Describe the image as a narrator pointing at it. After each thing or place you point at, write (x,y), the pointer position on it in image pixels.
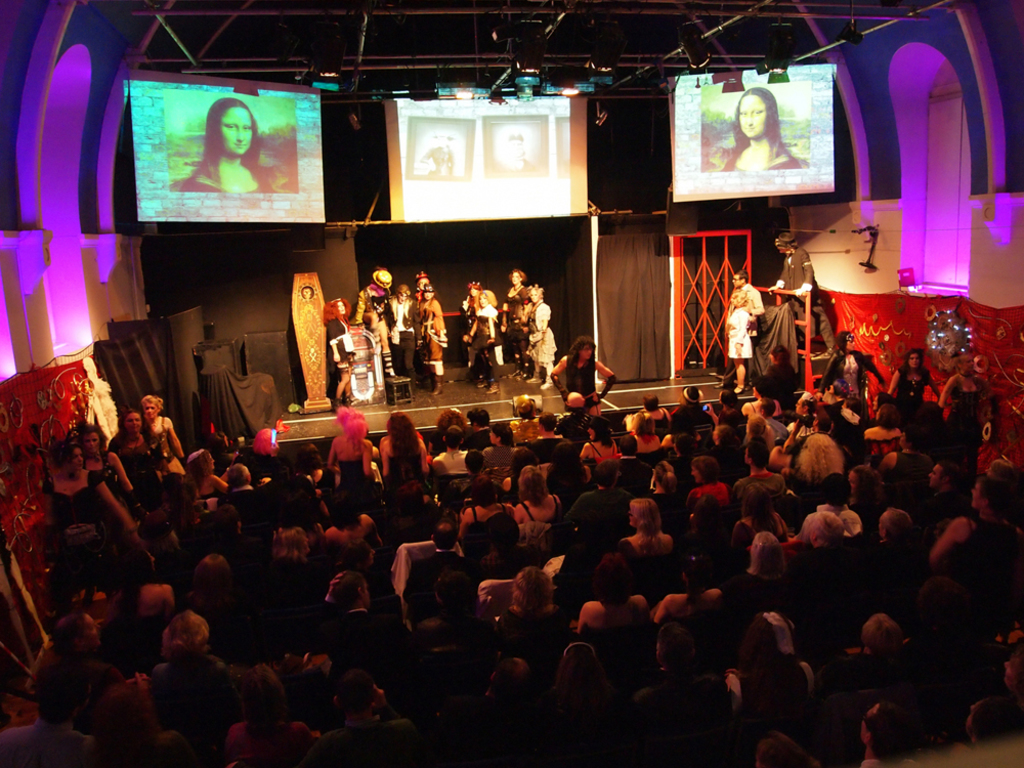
In this image I can see number of persons (610,597) are sitting on chairs (610,637) and few persons (136,519) standing. In the background (388,315) I can see the stage (418,422), few persons (404,309) on the stage (431,420), the curtains (580,324), few metal rods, few lights (334,56) to the metal rods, few screens (767,132) and the dark background (632,184).
